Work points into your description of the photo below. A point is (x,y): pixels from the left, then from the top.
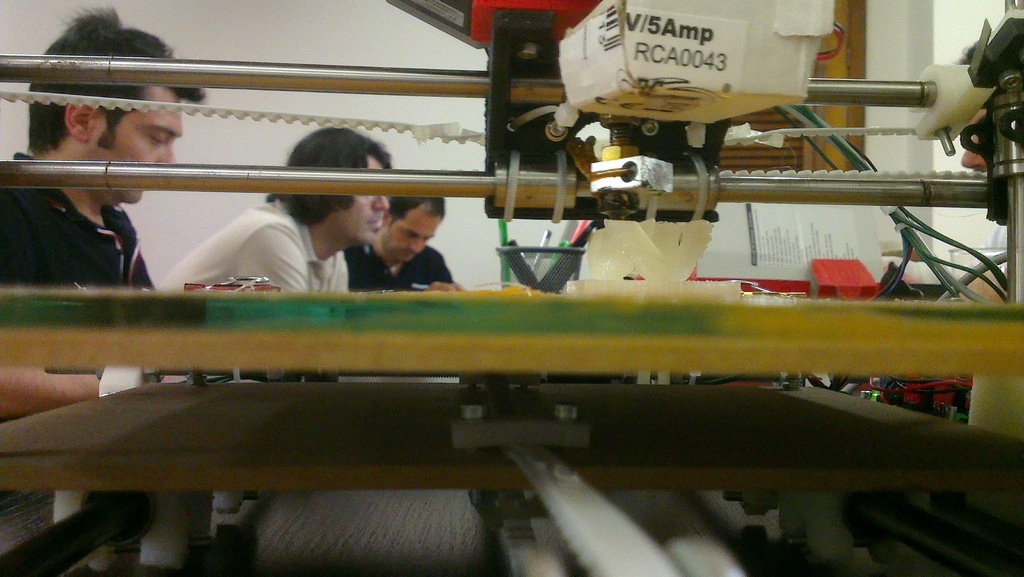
Here we can see three persons (92,203). There are machines (581,310) and papers (779,277). In the background (375,63) we can see a wall (183,234).
